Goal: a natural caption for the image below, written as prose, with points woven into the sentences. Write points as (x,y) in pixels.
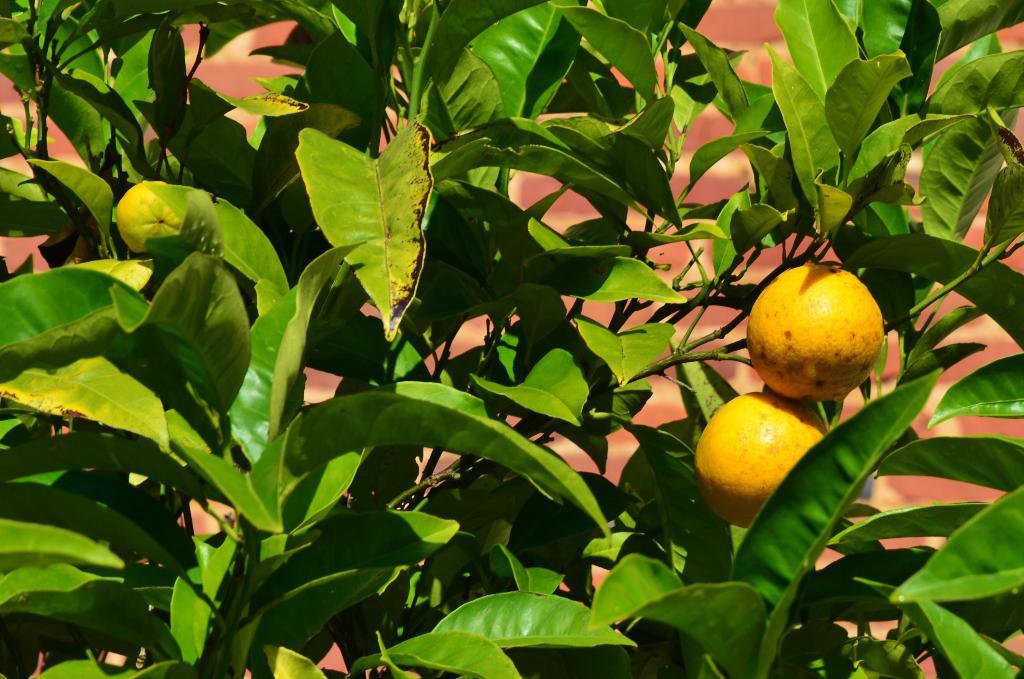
In this image there is a tree (498,288), there are three fruits (806,367), the background of the tree (622,176) is red in colour.
